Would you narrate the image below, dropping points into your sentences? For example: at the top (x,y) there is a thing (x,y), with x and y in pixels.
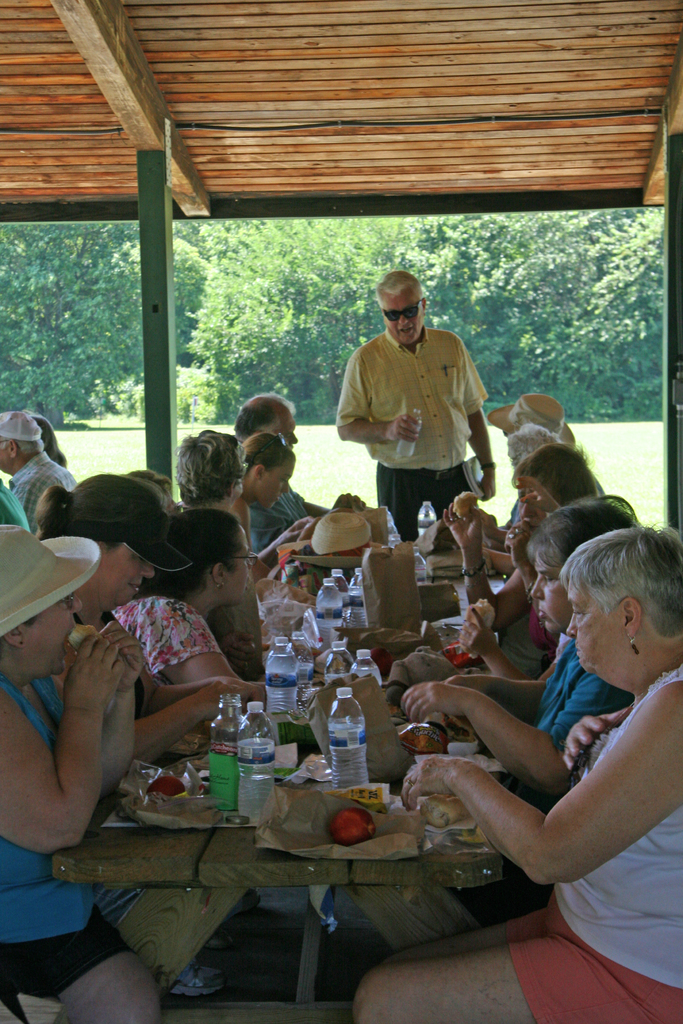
In the middle of the image (409,355) a man (360,350) is standing and holding a bottle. Bottom of the image (117,989) few people (354,499) are sitting surrounding the table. On the table (350,795) there are some bottles (422,515), hats (342,532) and there are some food products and fruits (384,653). Top of the image (336,135) there is a roof (620,18).
